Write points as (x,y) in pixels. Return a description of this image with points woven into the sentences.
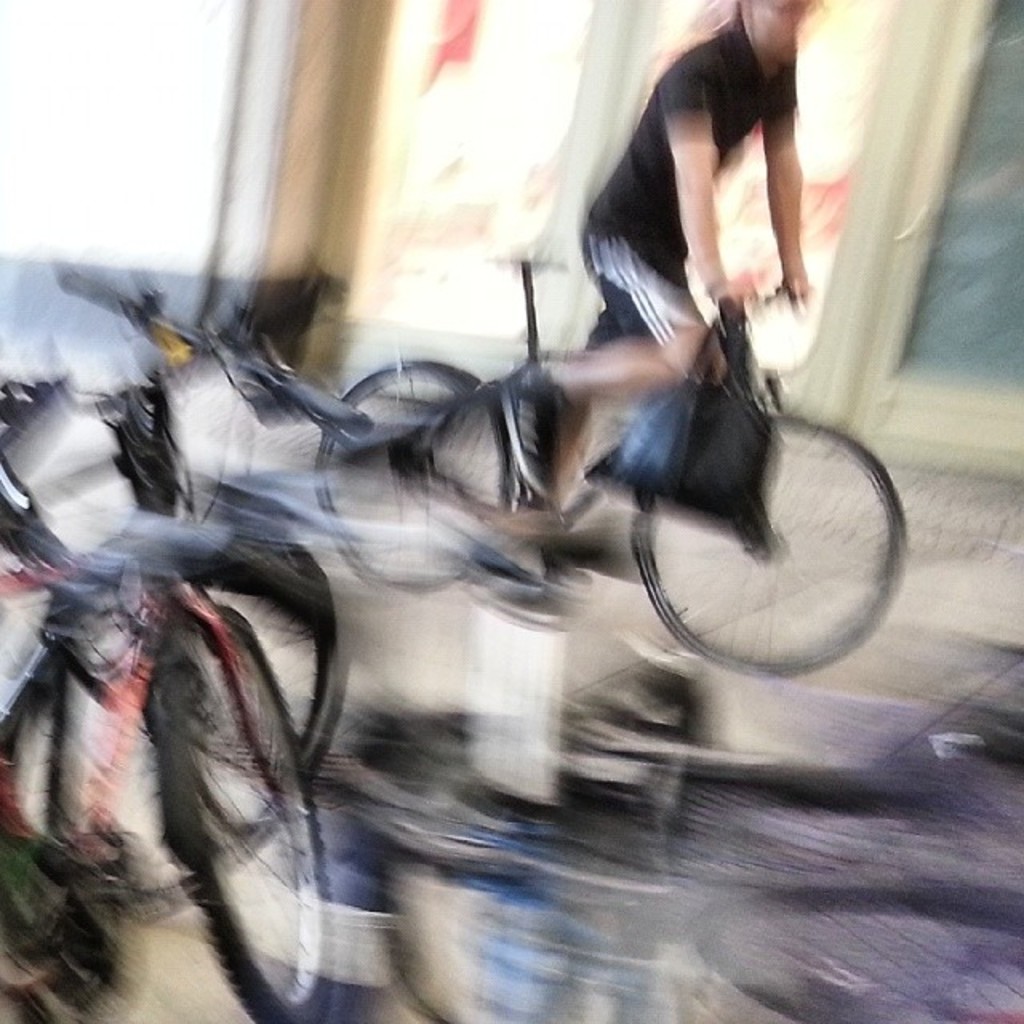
There is a person (573,422) in the picture, cycling a bicycle (519,504) on the road (427,672). There is another bicycle (97,590) in the left side (157,629). In the background (906,317) there is a door (941,135) and a wall (108,141) here.
